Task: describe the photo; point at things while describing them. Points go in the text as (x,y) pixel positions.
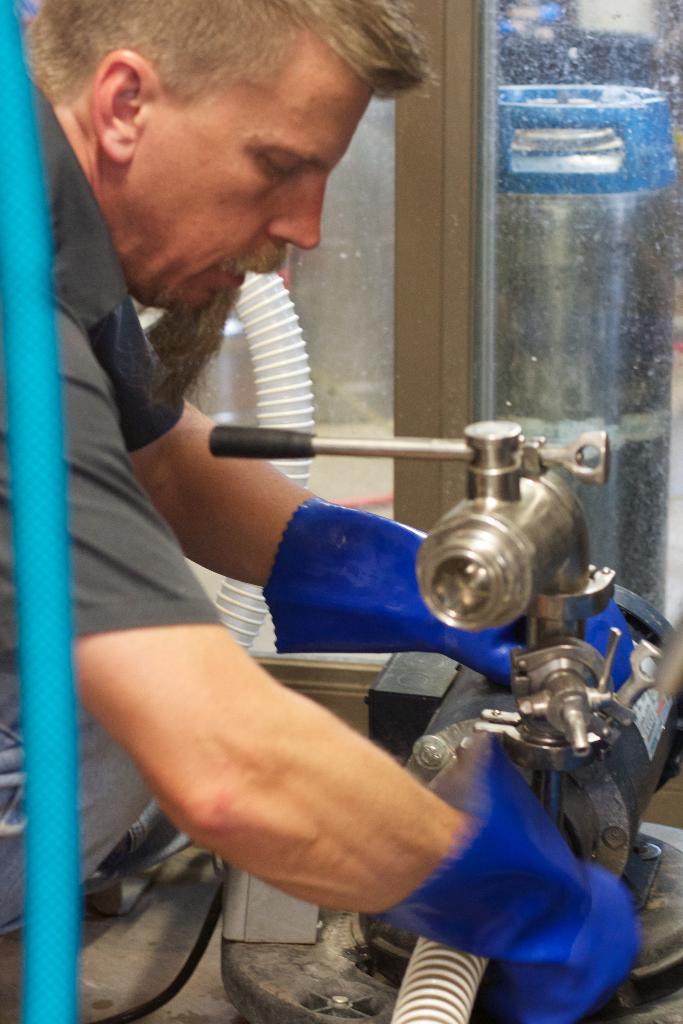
In this image in the center (235,494) there is a person (106,506), working on a machine (525,709) which is in front of him.
